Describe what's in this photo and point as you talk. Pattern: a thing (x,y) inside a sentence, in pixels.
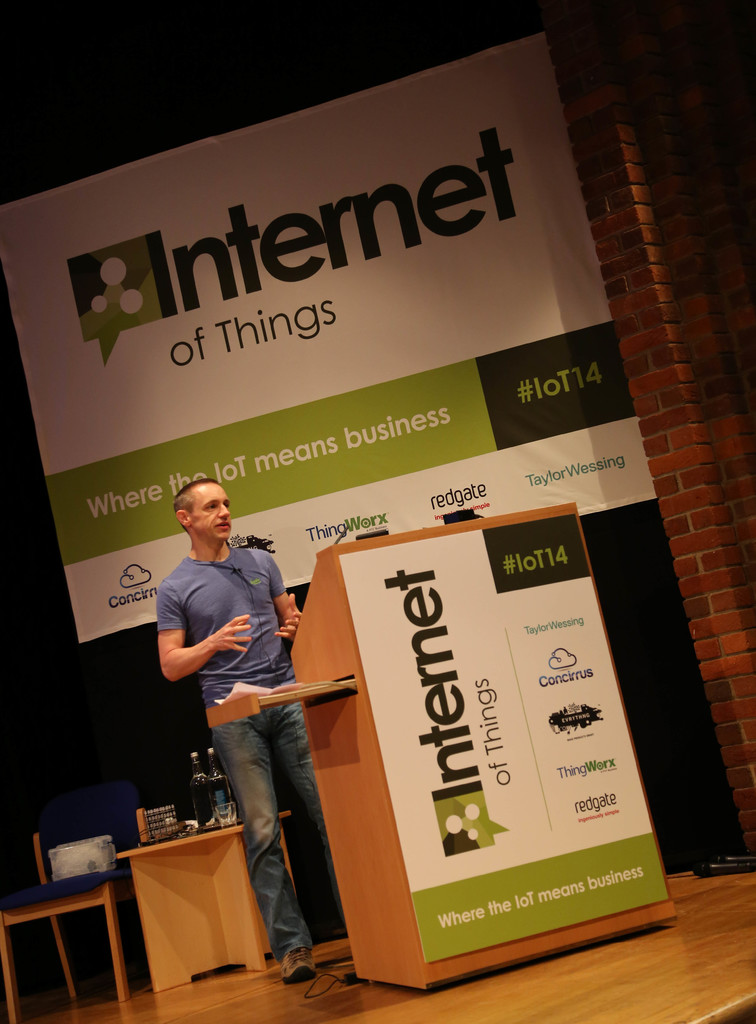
in the picture there is a person (246,771) standing near the podium (413,746) near to him there was a table (184,846) on the table (193,837) there are different items (201,818).
